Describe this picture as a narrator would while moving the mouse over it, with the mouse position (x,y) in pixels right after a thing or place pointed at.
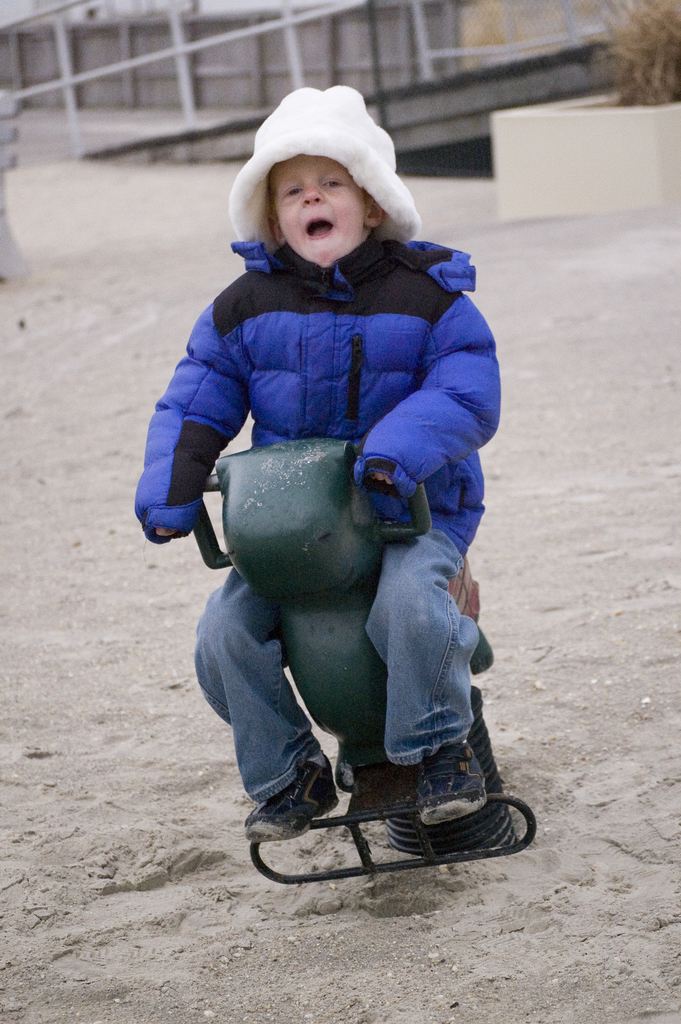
In this picture there is a small boy (332,407) wearing blue color puff jacket (415,400) is sitting on the iron spring chair (357,842). Behind we can see the white color pipe railing (420,57).
